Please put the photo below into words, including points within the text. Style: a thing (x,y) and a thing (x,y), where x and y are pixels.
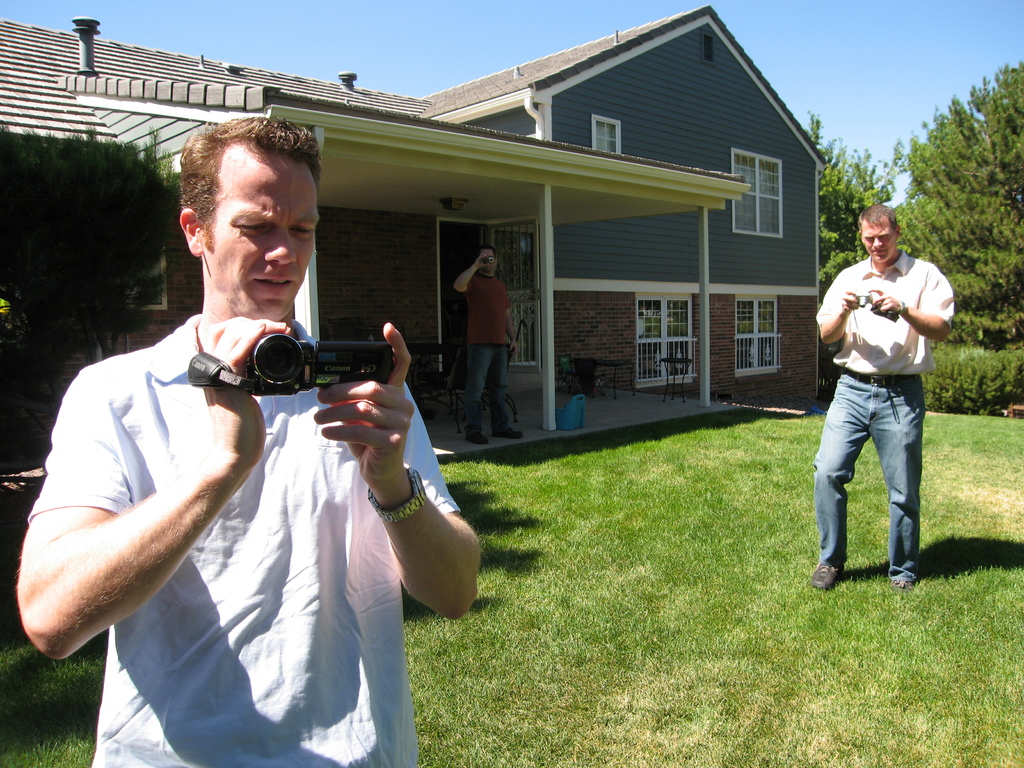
There are three people (334,470) in the image. The man (383,745) standing on the left (323,529) is holding camera (279,390) in his hand (363,417). On the right (877,361) there is another man (875,429) who is walking. In the middle (479,394) there is a man (508,424) standing. In the background (677,174) there is a building (549,151), sky (419,51) and a tree (949,194).
